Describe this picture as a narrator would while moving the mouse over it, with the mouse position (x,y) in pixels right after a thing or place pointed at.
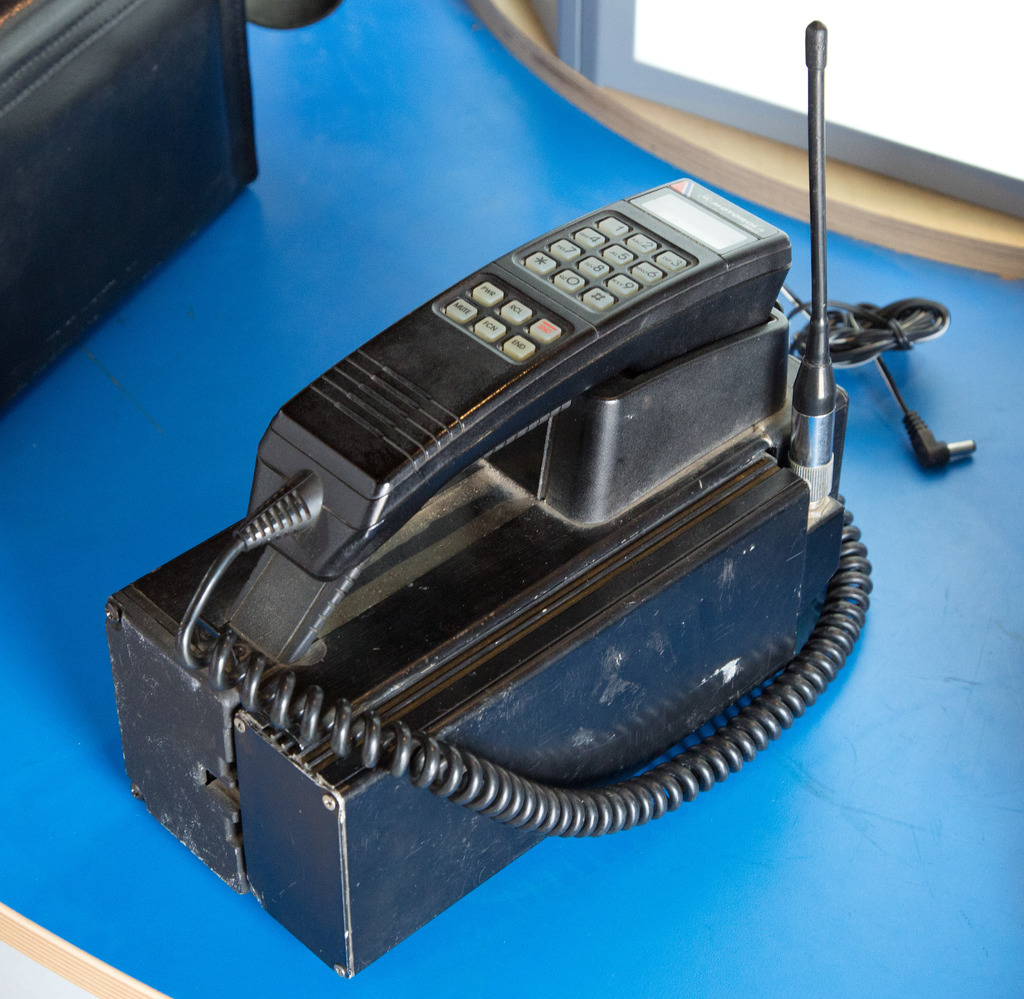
In this image there is a telephone (794,515) placed on a table (478,241).
